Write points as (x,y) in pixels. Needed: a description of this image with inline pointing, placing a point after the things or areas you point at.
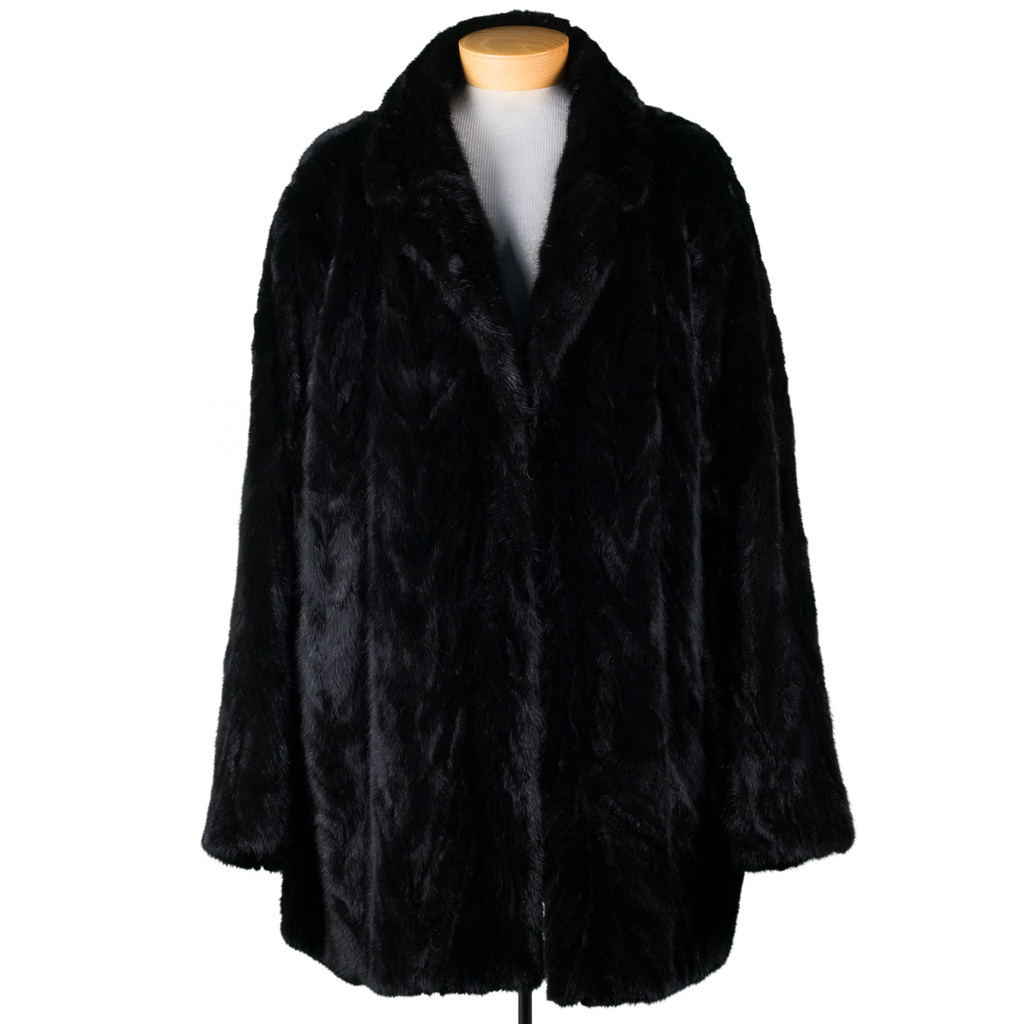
In this picture I can see the black color jacket (352,367) on the white color thing (508,175) and I see that it is white in the background (860,232).
